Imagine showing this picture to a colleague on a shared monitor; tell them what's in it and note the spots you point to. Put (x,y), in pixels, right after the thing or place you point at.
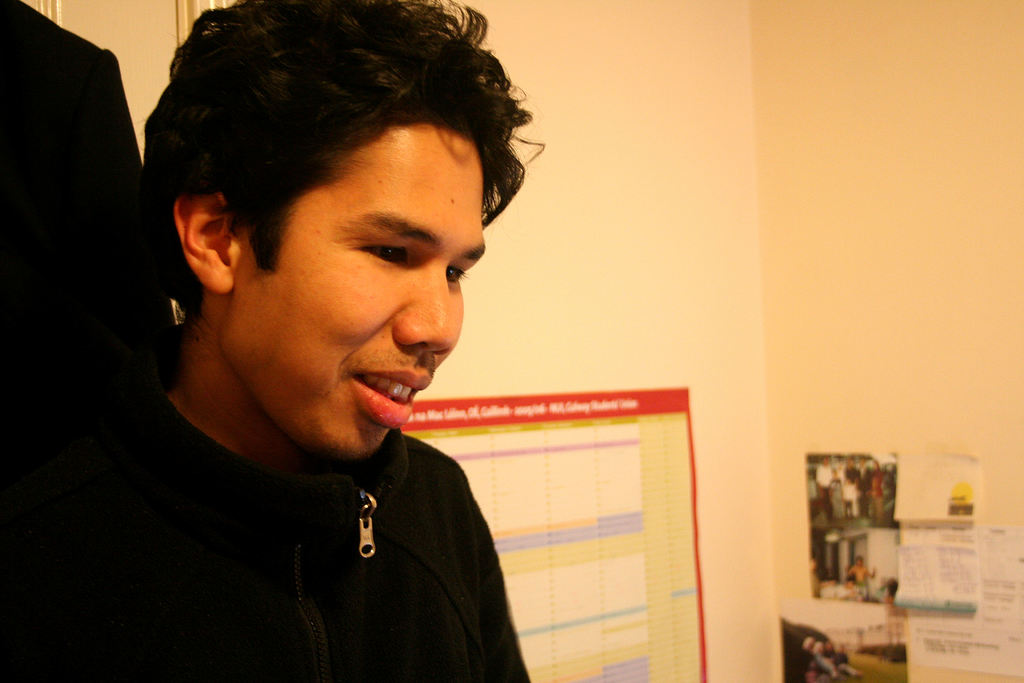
In this image there is a man (236,604) standing. Behind him there is a wall (680,286). There is a chart (605,520) sticked on the wall (846,381). In the bottom right (891,497) there are papers (906,567) and pictures (870,610) sticked on the wall (690,276).
